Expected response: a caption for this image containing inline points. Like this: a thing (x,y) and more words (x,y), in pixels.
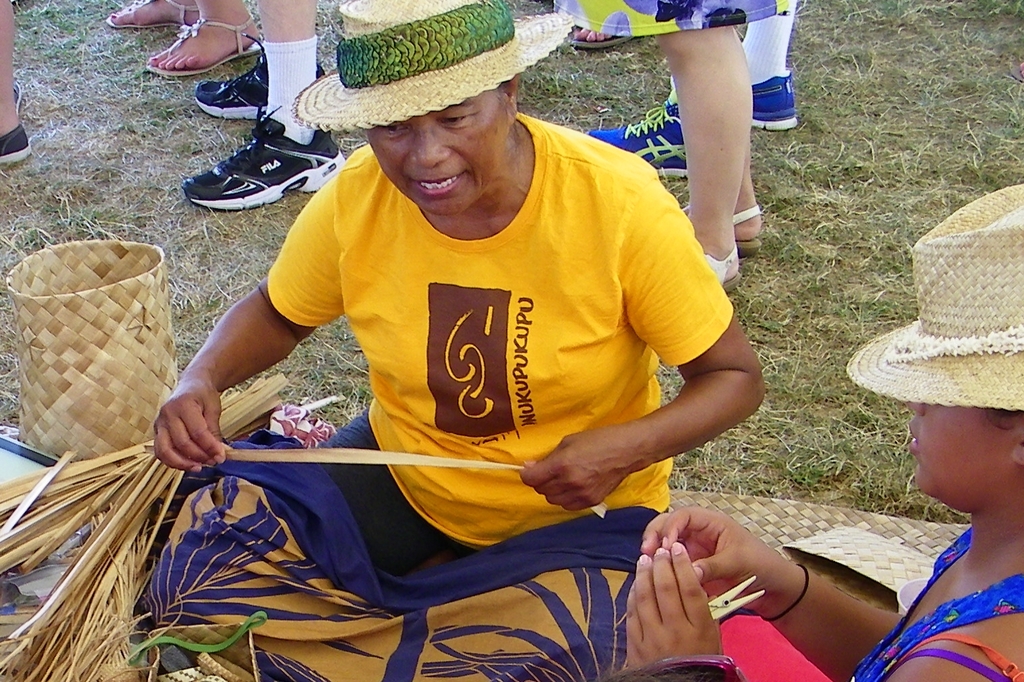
In this picture I can see a group of people (556,256) among them two persons (660,454) are sitting. This person (416,416) is holding some object (330,453) in the hand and these two people (432,161) are wearing hats (437,66). On the left side (89,379) I can see some wooden objects (77,415) and grass (183,171). In the background (223,167) I can see footwear's (201,177).
